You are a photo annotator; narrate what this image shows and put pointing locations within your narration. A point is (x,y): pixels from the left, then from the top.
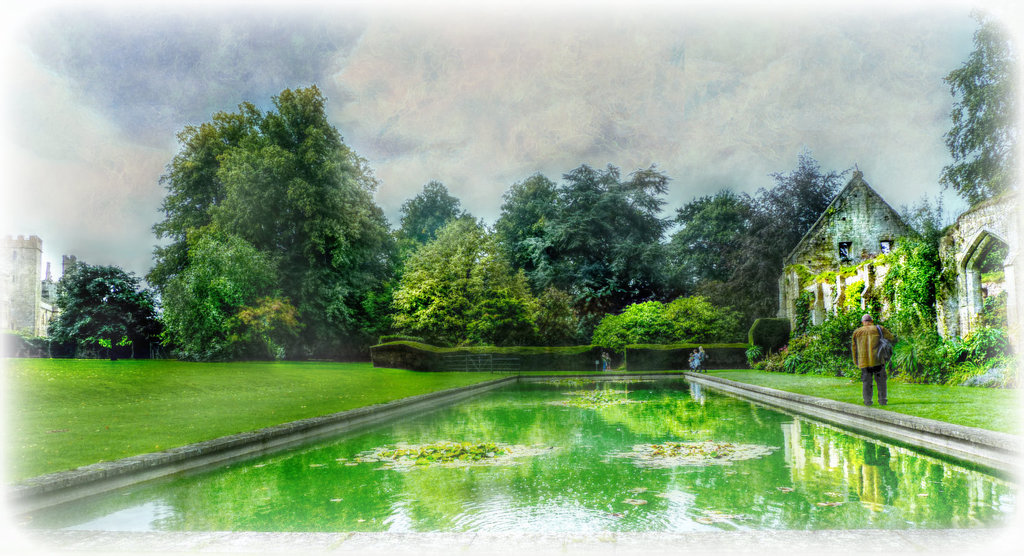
In this image in front (794,449) there is water (546,429). At the bottom of the image (254,404) there is grass (172,404) on the surface (310,395). There are people (869,344). In the background of the image (824,349) there are trees (775,267), buildings (964,230) and sky (603,62).
